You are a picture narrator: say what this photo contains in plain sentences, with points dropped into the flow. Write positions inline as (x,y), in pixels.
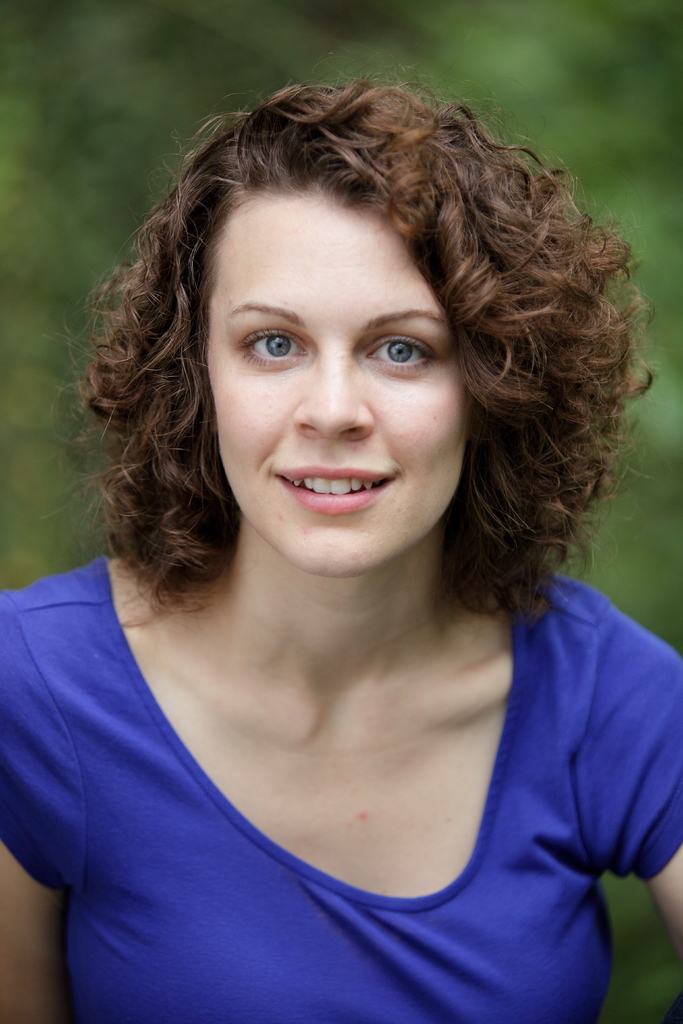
In this image we can see a lady (476,849). The background of the image (265,19) is blur.
